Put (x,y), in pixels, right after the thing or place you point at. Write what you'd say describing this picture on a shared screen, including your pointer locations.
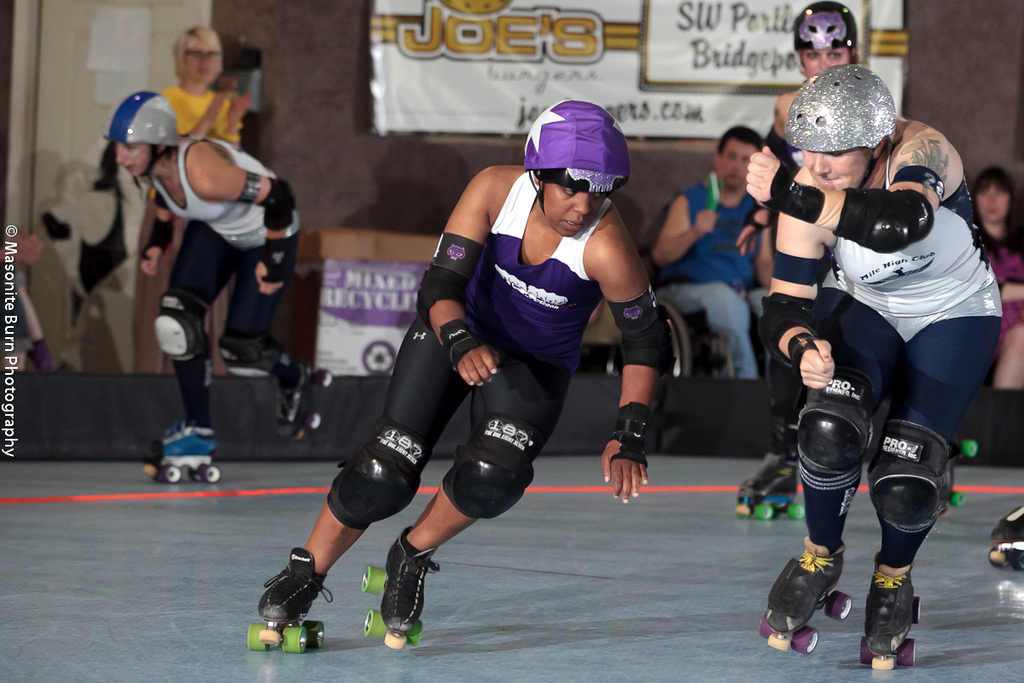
In the foreground of this picture (291,272) we can see the group of persons (849,190) wearing t-shirts (229,236) and skating with the quad skates (264,594) on the ground (624,572). In the background (313,24) we can see the wall (341,160) and there are some banners (528,4) on which we can see the text (680,18) is printed and we can see the group of persons (746,274) sitting on the chairs (703,332). At the left corner (6,230) there is a text (11,288) on the image.
